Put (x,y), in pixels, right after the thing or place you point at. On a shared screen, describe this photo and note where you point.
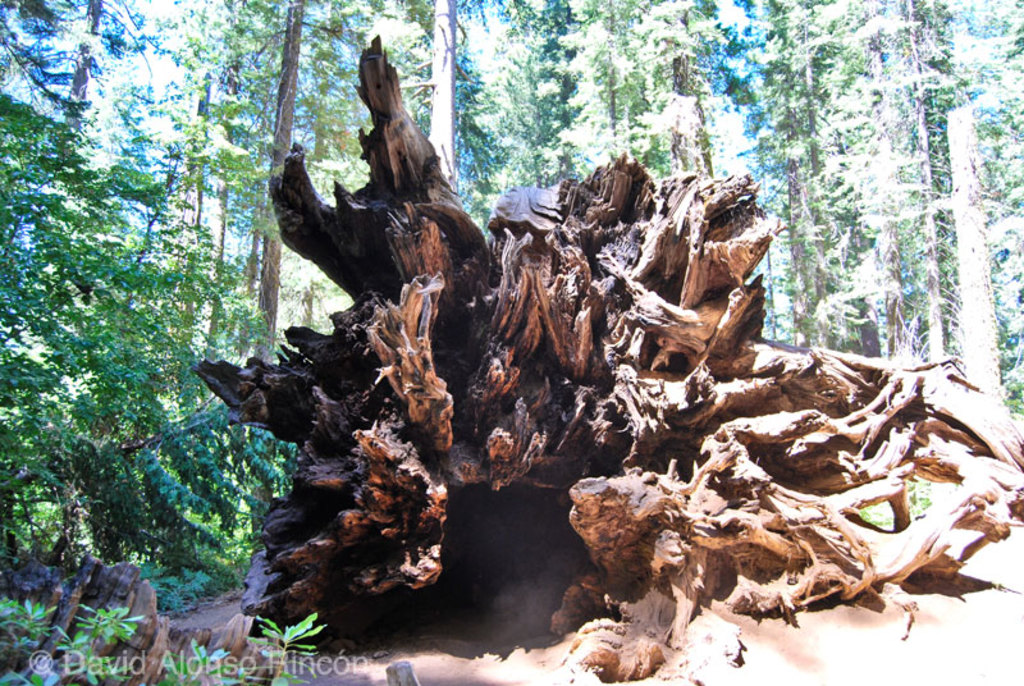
At the center of the image (524,371), we can see wood (366,294) and in the background (349,106), there are trees (550,66).
